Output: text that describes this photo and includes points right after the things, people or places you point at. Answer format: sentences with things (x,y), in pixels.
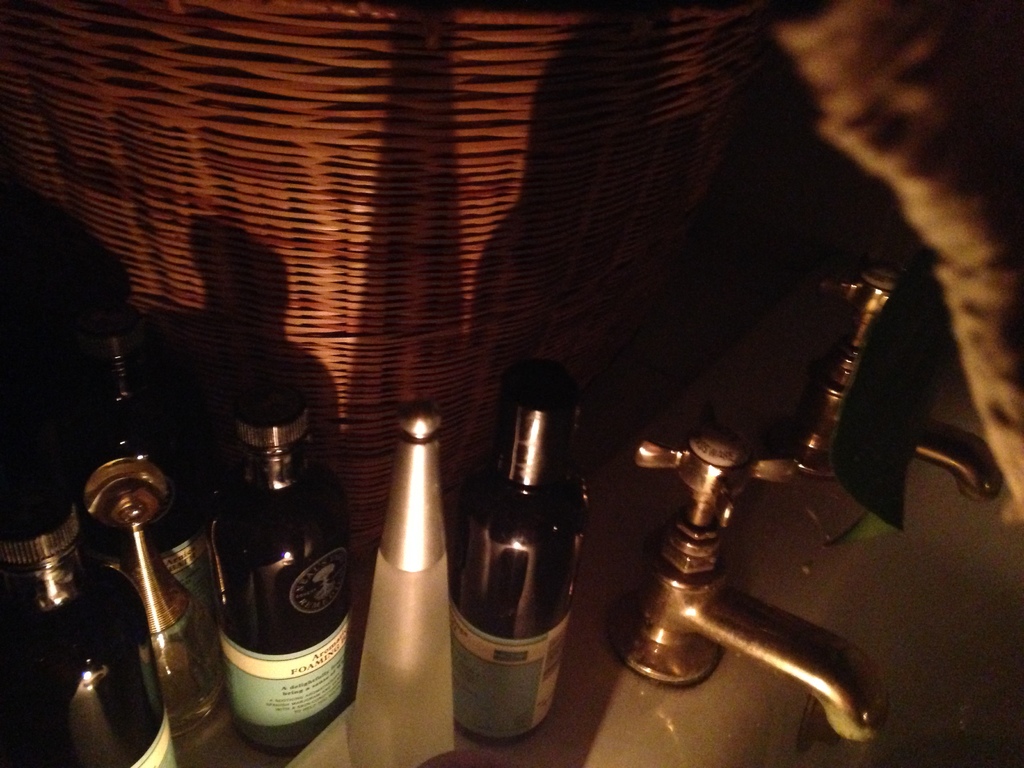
In this image there is a wash basin (768,578) in the foreground (774,557). There are bottles (465,610) on the basin (753,530). There is a basket (115,167) in the background (579,224).
